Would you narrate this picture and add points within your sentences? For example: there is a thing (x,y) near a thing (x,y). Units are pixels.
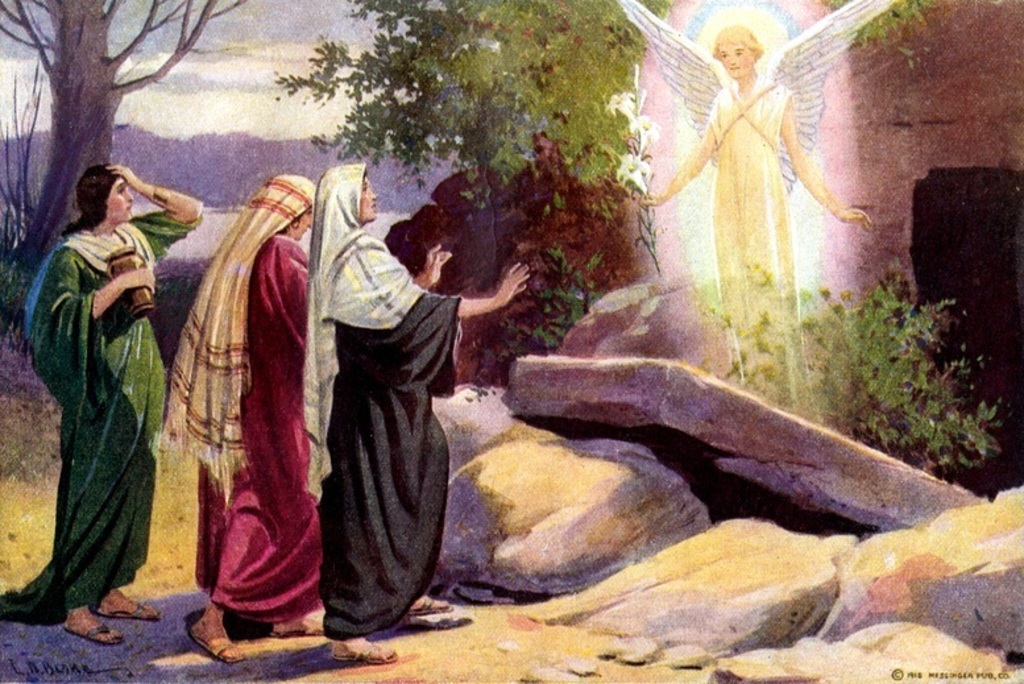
In the picture I can see a painting (449,394) of people (428,297), rocks (542,400), trees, plants (412,255) and some other things (206,152). In the background (200,105) I can see the sky (232,120).
